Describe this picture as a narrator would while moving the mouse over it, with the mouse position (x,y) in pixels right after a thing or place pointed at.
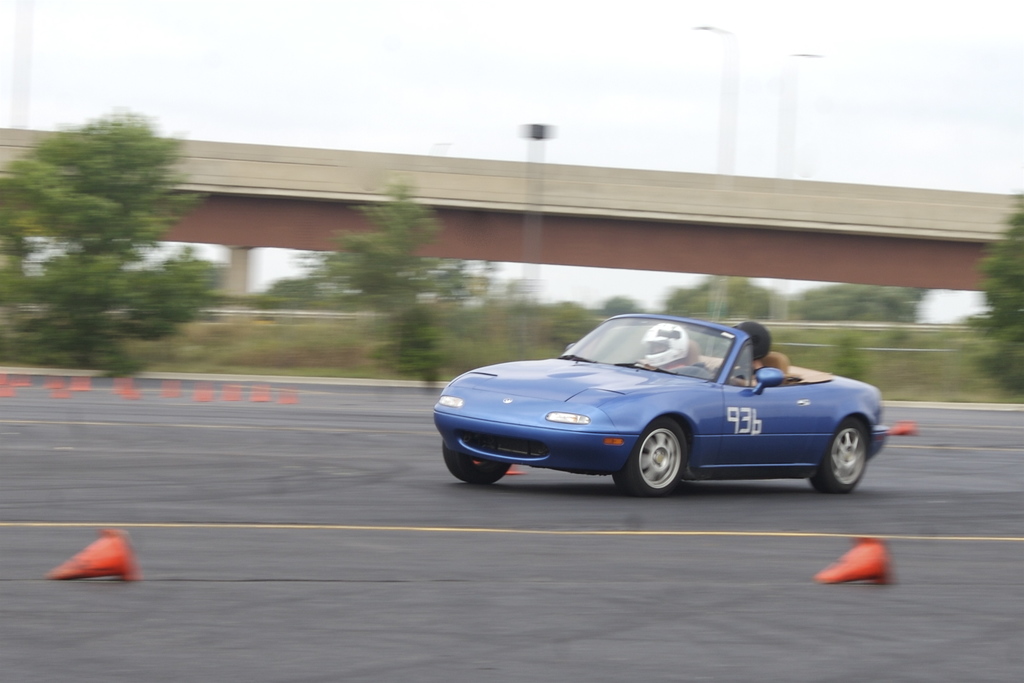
In the picture I can see one vehicle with few people (661,350) are moving on the road (683,512), beside we can see some trees (410,290), grass (462,338) and we can see bridge (864,260).
